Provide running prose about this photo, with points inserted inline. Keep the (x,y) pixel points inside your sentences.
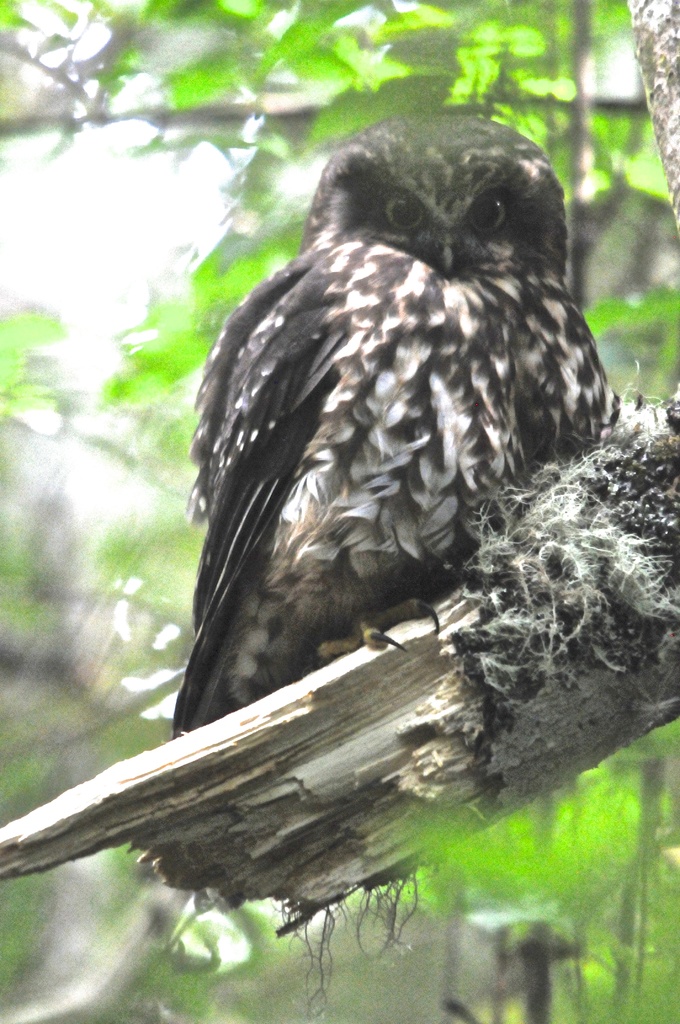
In the front of the image (447,559) there is a bird (458,378) and branch (328,698). In the background of the image (282,177) it is blurry.
